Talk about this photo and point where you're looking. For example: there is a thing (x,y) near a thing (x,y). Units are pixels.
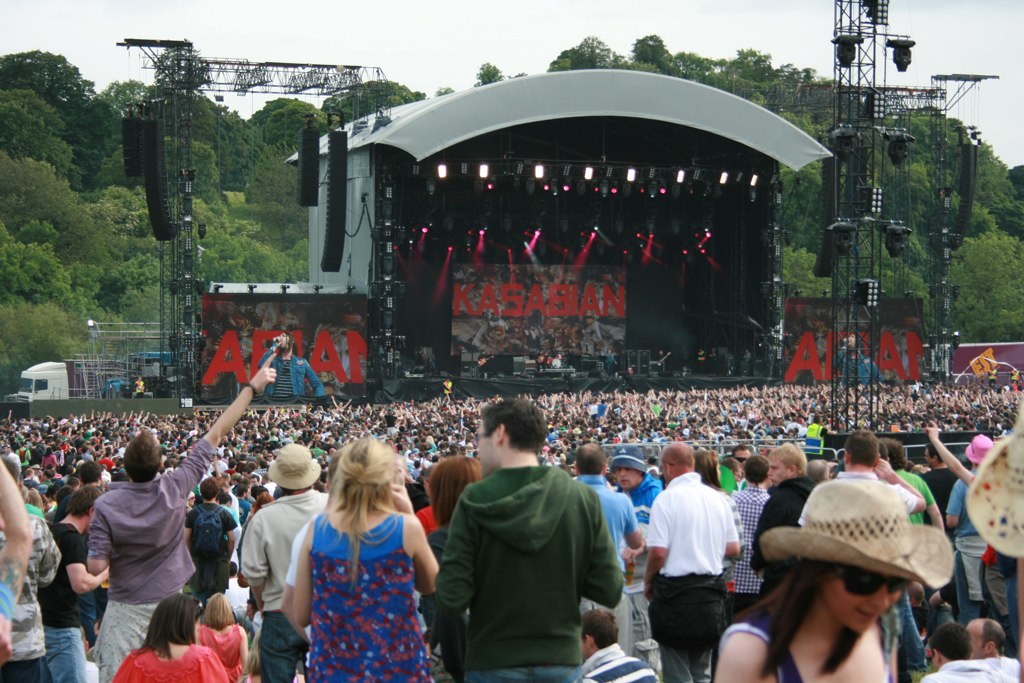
In this image I can see number of persons (263,585) standing and I can see some of them are wearing hats (873,505). In the background (623,348) I can see the stage (600,313), few persons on the stage (631,361), two huge screens (308,319), few towers (849,344) which are made of metal rods (840,171), few lights (879,10), few trees (76,153) and the sky (950,43).
